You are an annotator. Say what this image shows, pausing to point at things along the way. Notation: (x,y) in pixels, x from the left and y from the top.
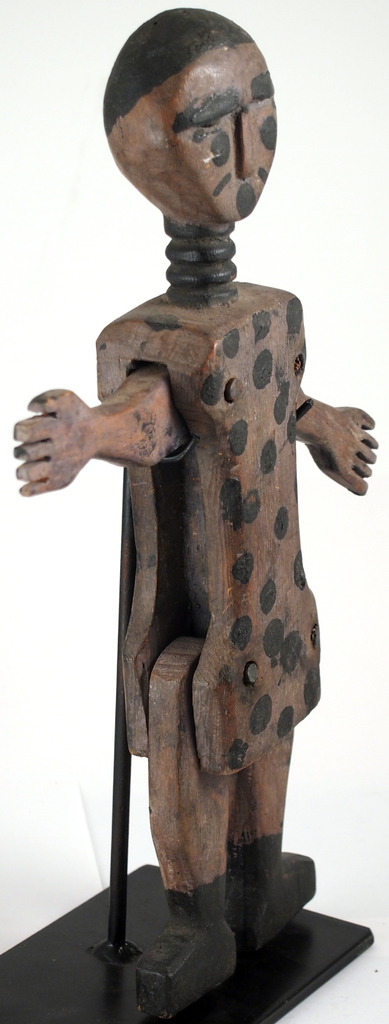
In this image we can see a wooden statue (225,699) is attached to a stand (119,946). The background (75,730) is white in color.
